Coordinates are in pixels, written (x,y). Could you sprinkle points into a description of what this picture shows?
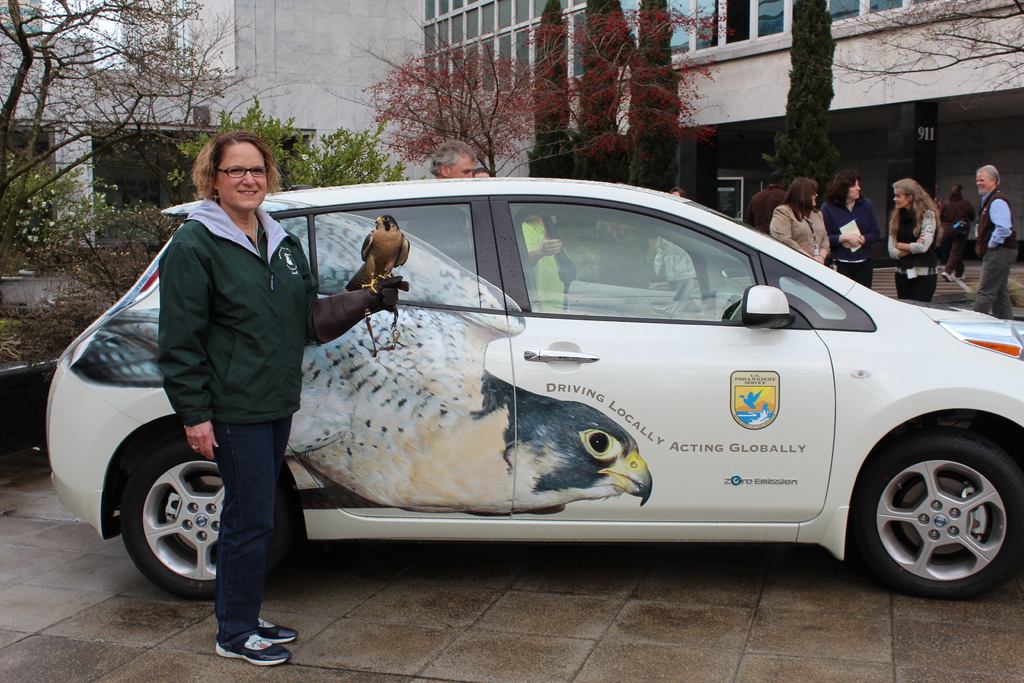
In this image I can see a woman (247,334) and bird (370,260) is standing on her hand (335,301). She is wearing green coat (264,339) and jeans (262,520). We can see white color car (746,411). Back Side I can see few people (893,221). I can see building (754,55) and trees (635,99).
